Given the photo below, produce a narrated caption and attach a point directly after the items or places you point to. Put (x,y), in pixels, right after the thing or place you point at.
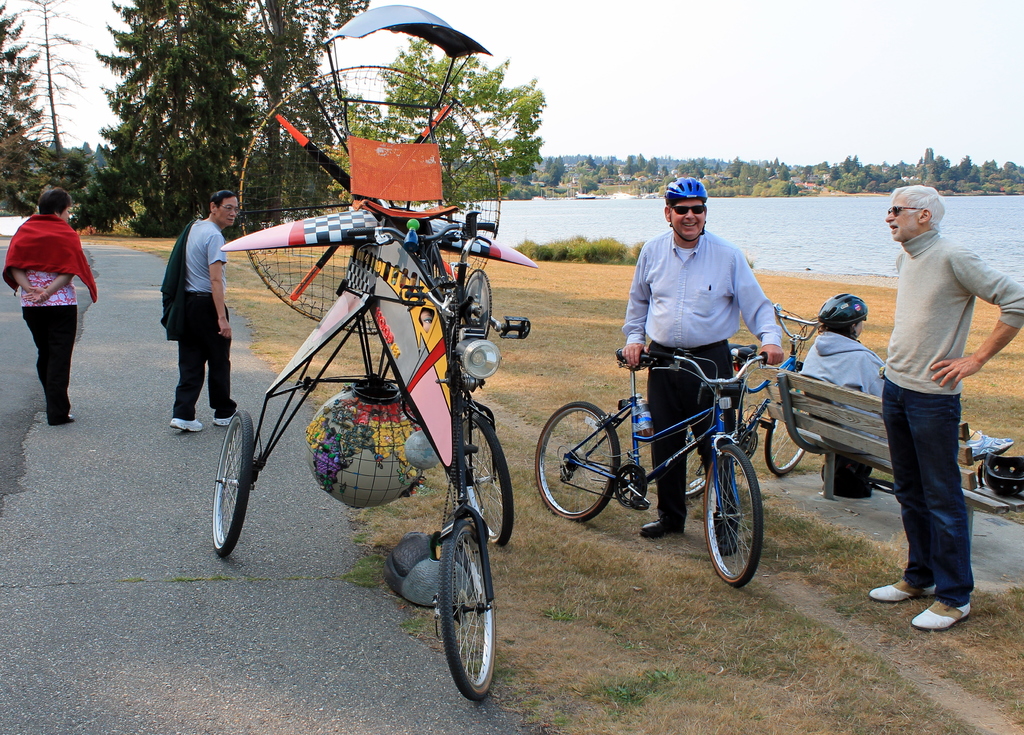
In the center of the image (378,461) we can see a bicycle (416,368). On the right side of the image (708,323) we can see a man (654,532) is holding a bicycle (675,364) and wearing a helmet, goggles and also we can see a bicycle (767,426) and a person (877,388) is sitting on a bench (872,416). On the bench (1007,504) we can see a helmet (1014,487). In the background of the image (841,249) we can see the trees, water (870,263), plants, grass (615,530). On the left side of the image (215,409) we can see two people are walking on the road (115,694). At the bottom of the image (531,692) we can see the road (109,677), grass (684,675). At the top of the image (448,11) we can see the sky (577,0). On the right side of the image (889,425) we can see a man (915,427) is standing.
